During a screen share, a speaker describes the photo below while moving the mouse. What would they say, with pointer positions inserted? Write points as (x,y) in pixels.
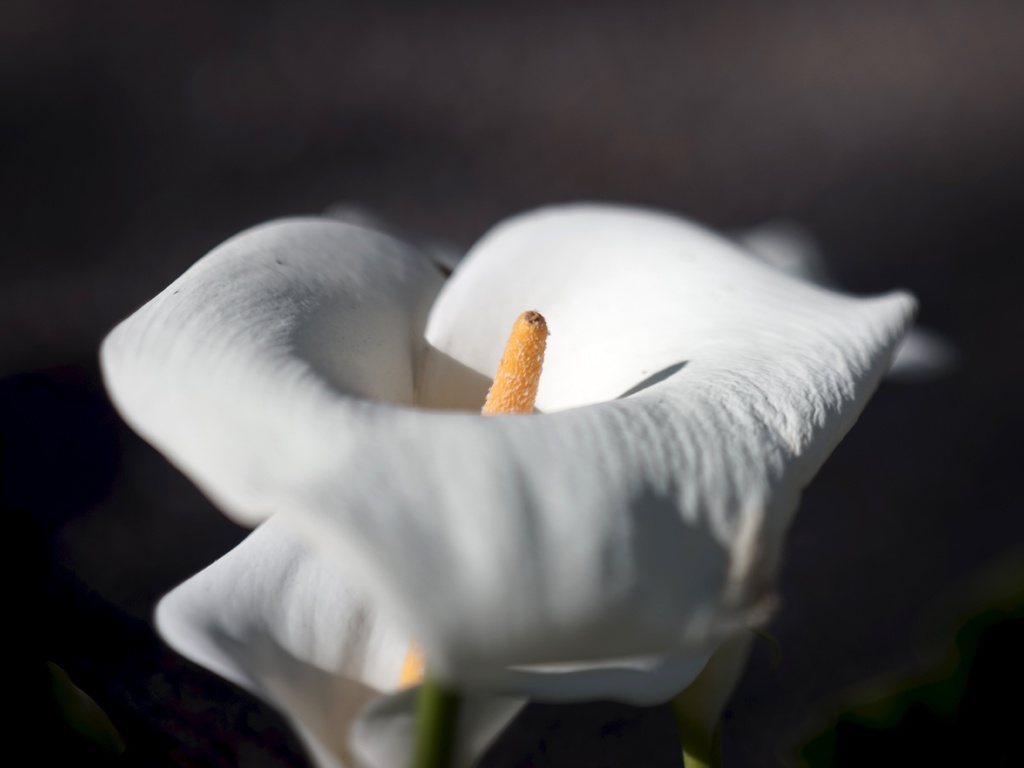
In this picture I can see flowers (309,646), and there is blur background (53,209).
